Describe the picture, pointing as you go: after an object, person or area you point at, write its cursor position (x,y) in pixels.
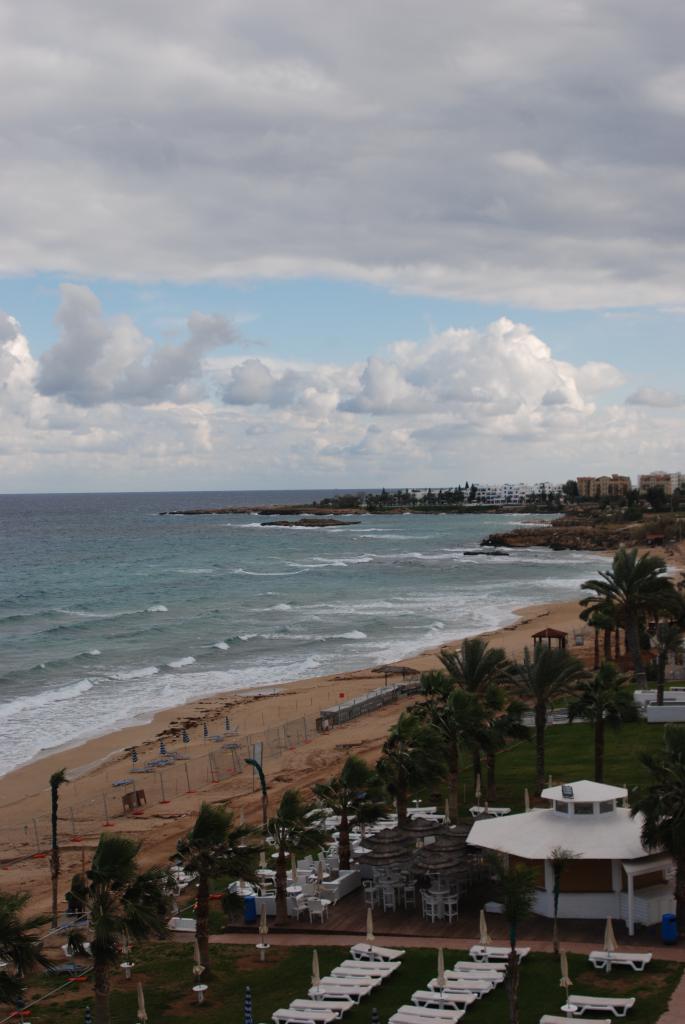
In the foreground (357,867) I can see beds (591,999), grass (414,976), trees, fence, poles (195,968), buildings (603,884), umbrella huts (435,855), and so on. In the background (503,614) I can see water (472,577), houses (495,497) and the sky (427,380). This image is taken may be near the ocean (38,688).
